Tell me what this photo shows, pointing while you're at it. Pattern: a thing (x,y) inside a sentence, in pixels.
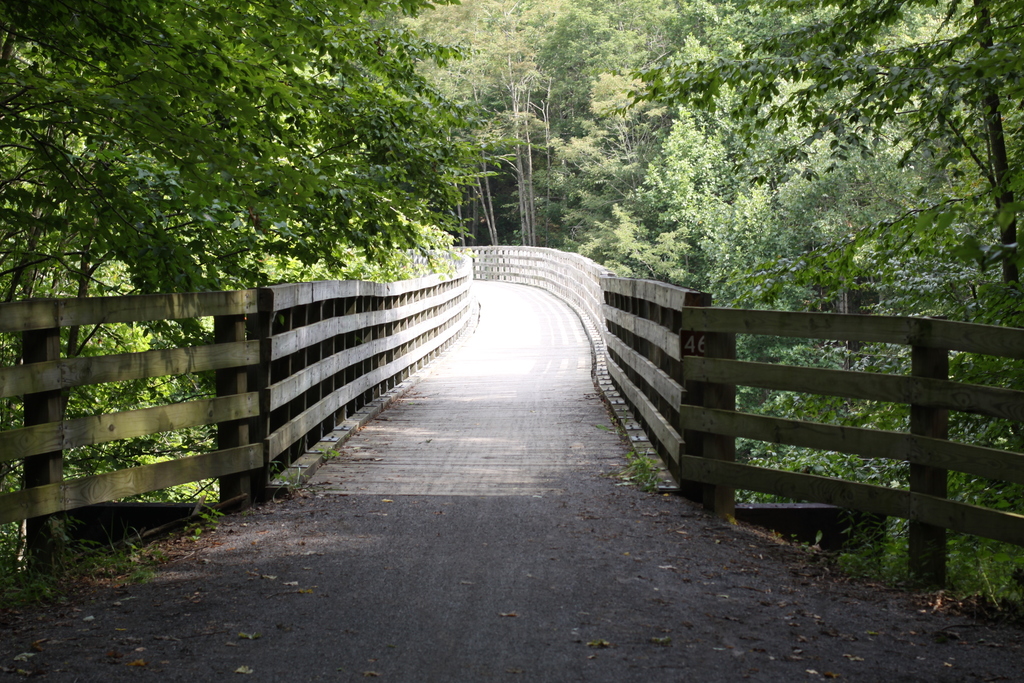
In this image, this looks like a wooden bridge (477,283). These are the trees (516,118) with branches (598,187) and leaves (391,176).
